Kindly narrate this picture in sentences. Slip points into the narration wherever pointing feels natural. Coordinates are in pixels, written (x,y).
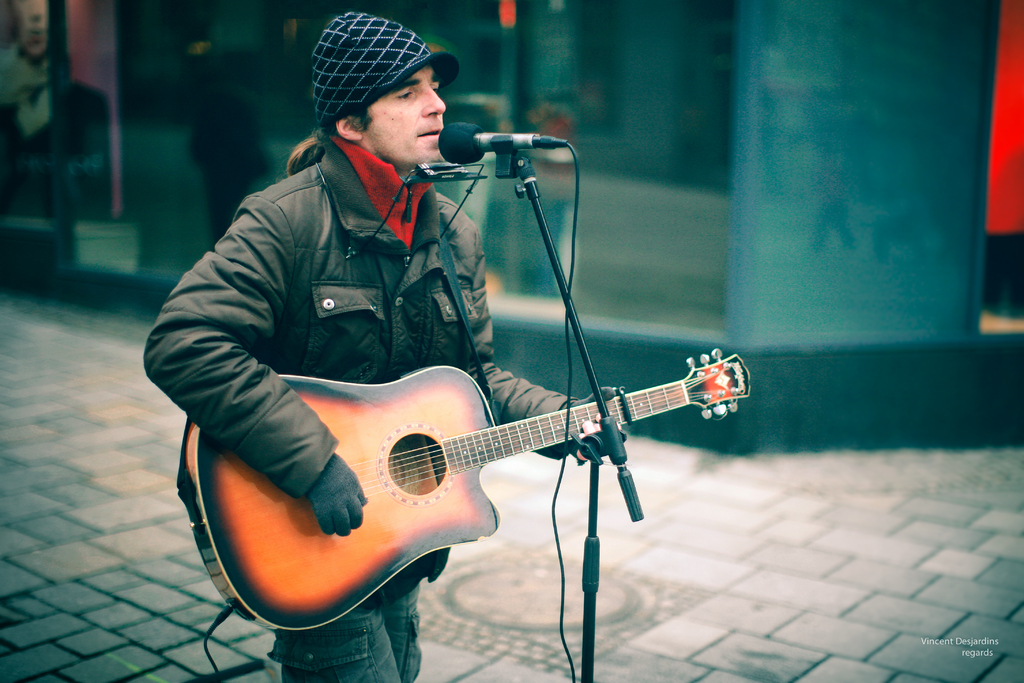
In this image there is one man (317,271) who is playing a guitar (404,464), in front of him there is one mike (456,141) it seems that he is singing. On the background (228,111) there is a store (242,39).
